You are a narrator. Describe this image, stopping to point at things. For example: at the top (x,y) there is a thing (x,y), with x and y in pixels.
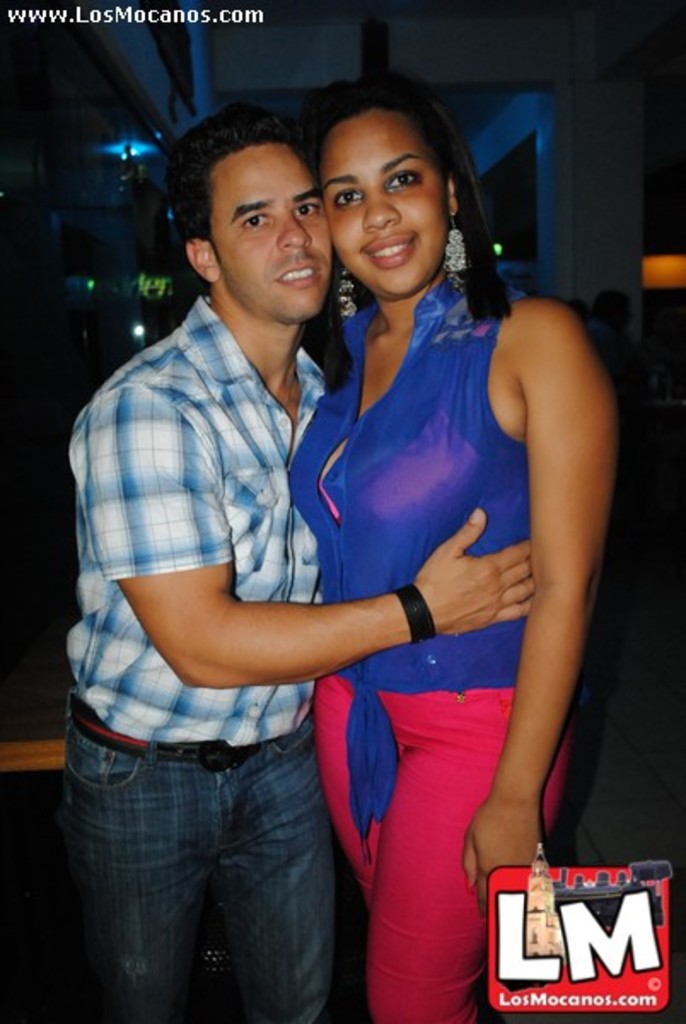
In this image there is a couple (350,446) in the middle (282,500). There is a woman (497,435) on the right side (528,398) and a man (194,464) on the left side (209,398). They both are holding each other.
